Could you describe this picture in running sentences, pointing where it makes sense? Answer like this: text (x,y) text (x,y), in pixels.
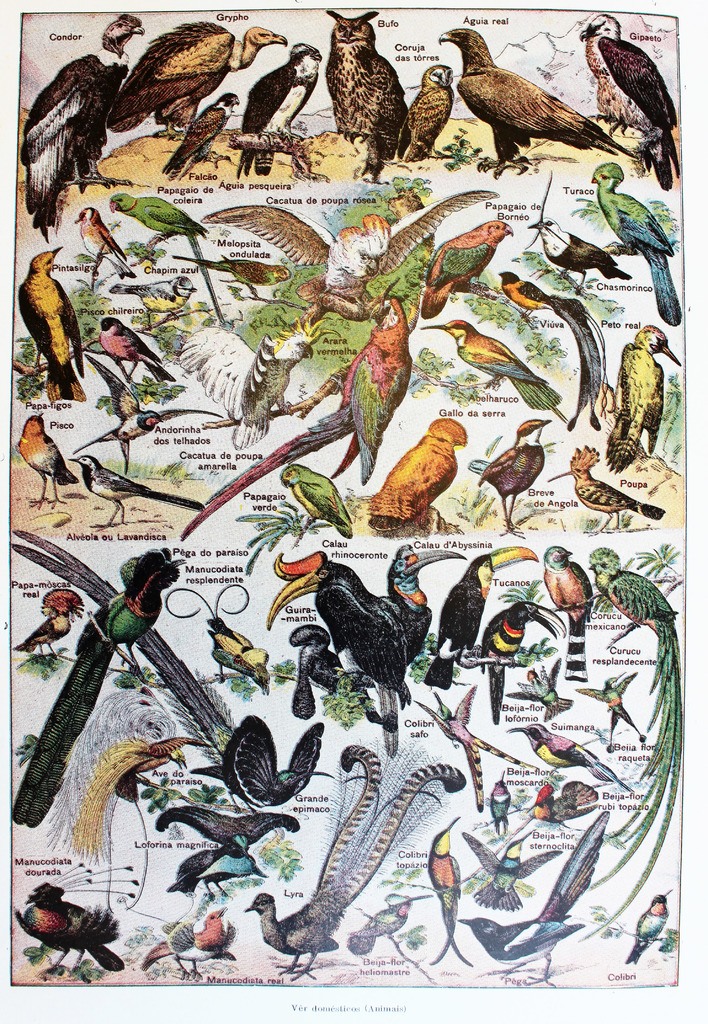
This might be a poster (331,744), in this image there are different types of birds (272,245) and some text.
